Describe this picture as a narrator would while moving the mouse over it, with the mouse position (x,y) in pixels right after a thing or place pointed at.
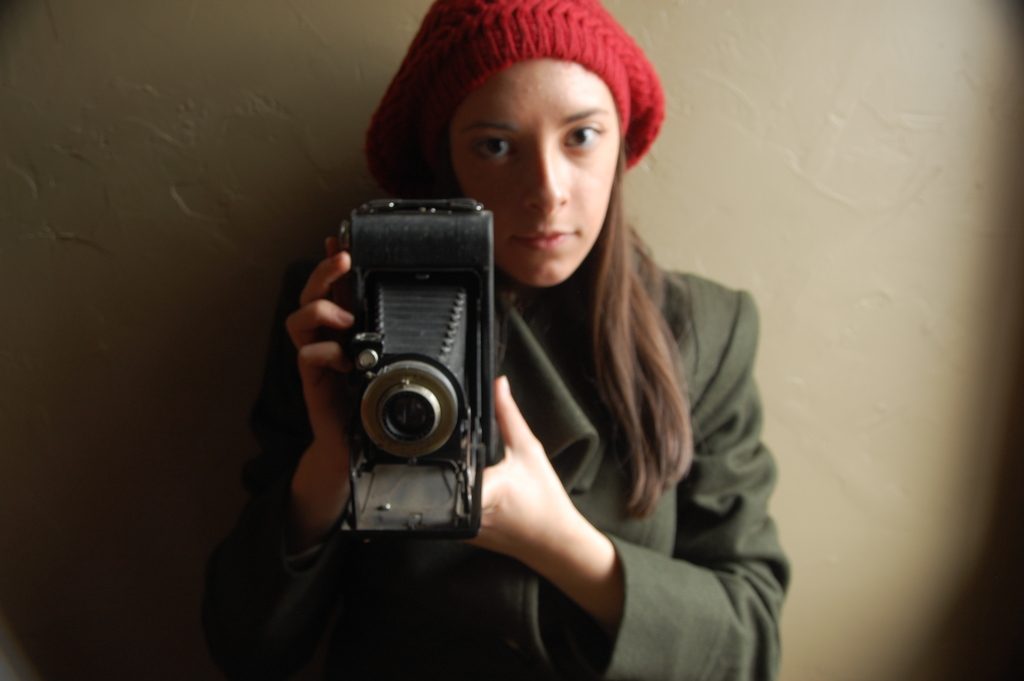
In this image I can see a person (686,439) holding a camera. In the background (736,2) it looks like a wall (5,563).
